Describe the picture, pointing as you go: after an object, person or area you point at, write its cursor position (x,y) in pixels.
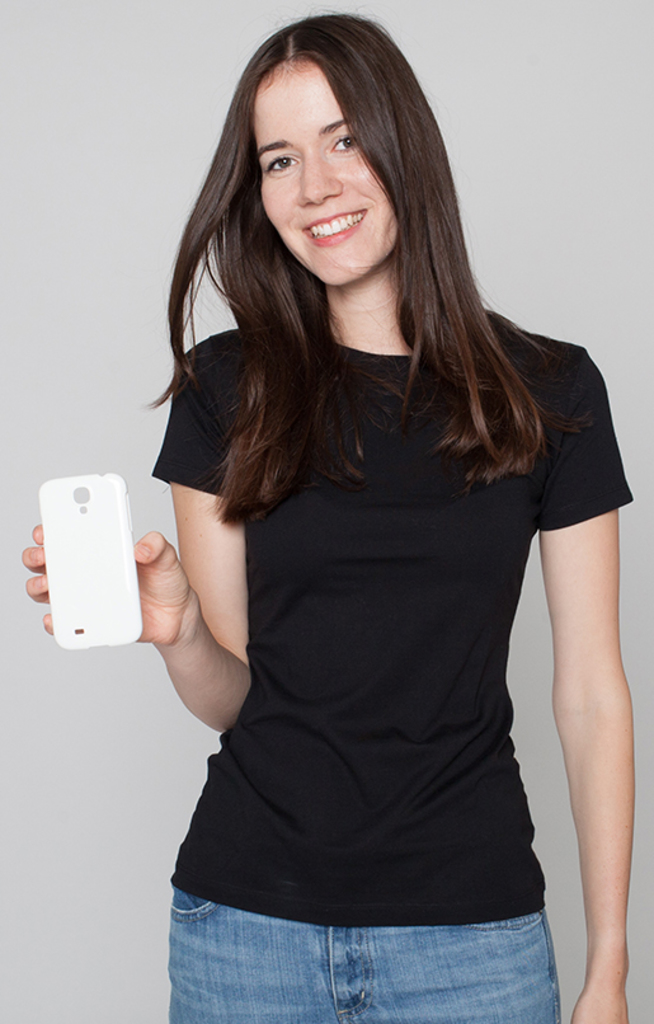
This image is clicked inside. In this image there is a woman (202,948) wearing black shirt (476,594) and blue jeans (421,973). She is holding a phone case (46,563) in her hand (170,546). She is smiling.
